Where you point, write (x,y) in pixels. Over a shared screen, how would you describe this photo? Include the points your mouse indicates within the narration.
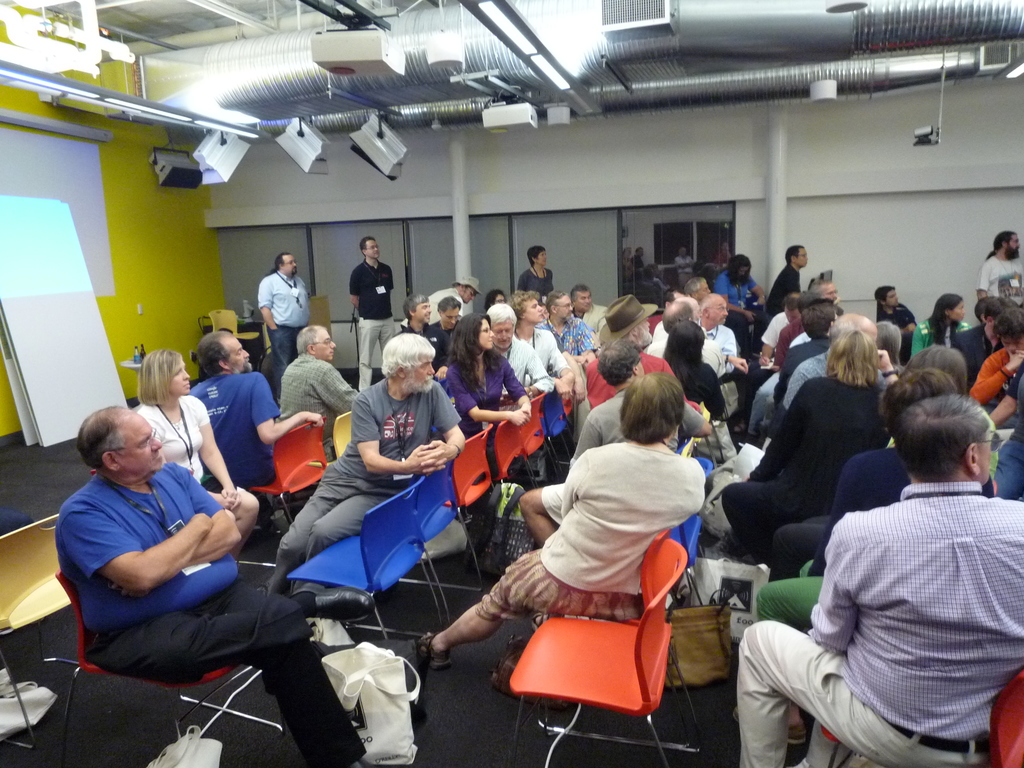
This picture is taken in a room (89,154) in this few persons (446,417) are sitting on the chairs (521,423) and few are standing. On top of the ceiling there are lights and pipes (731,7). At the left side (112,256) there is a screen (21,238). Bottom of image (352,681) there are few bags (337,677) on the floor (493,712). Person (342,748) at the left side (177,555) is sitting on chair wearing a blue shirt (155,593).
